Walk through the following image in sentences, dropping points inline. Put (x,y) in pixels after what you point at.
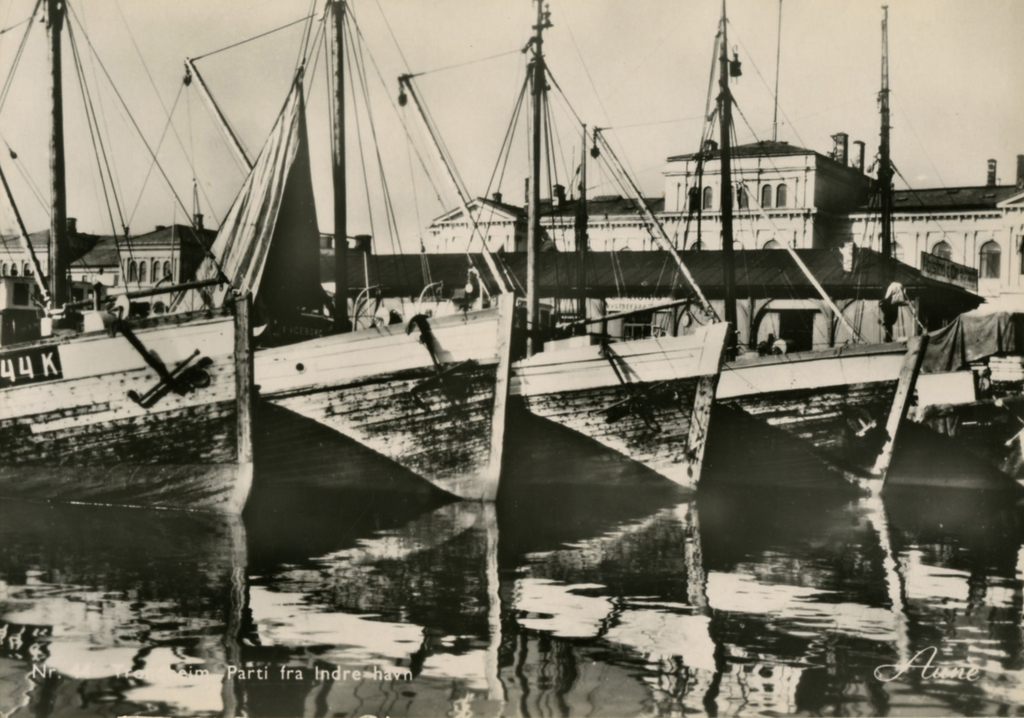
In this image I can see water (625,535) and in it I can see few boats (586,394). On the boat (31,358) I can see something is written. I can also see few poles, few wires (699,207) and in the background (814,197) I can see few buildings (753,190). I can also see this image is black and white in colour.
